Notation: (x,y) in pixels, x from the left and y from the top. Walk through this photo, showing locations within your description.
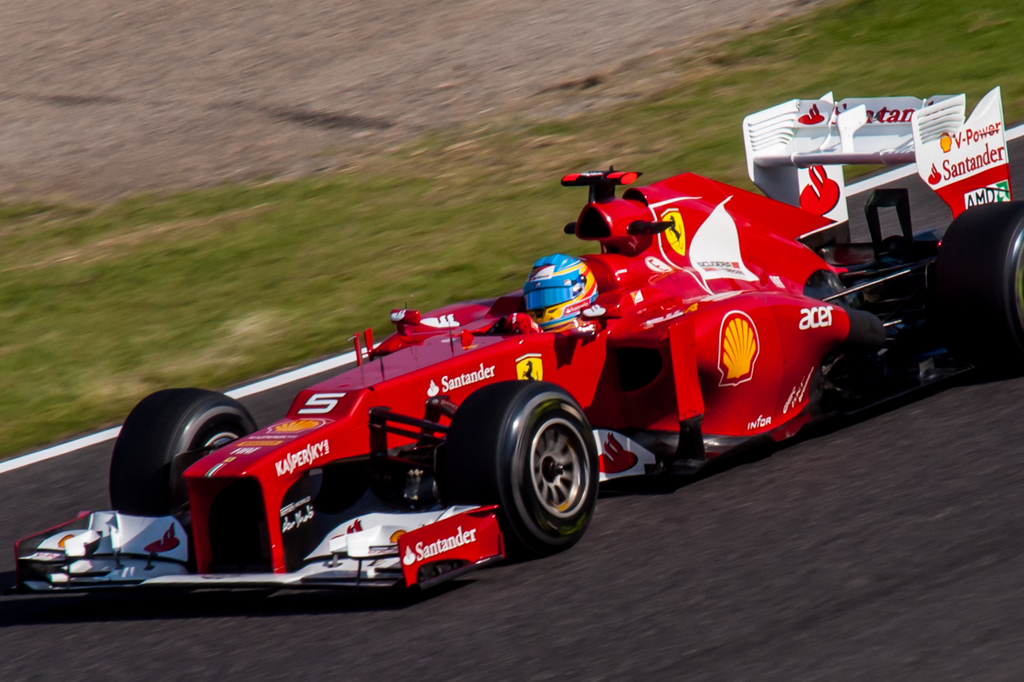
In the center of the image (554,325) we can see person (541,325) in car (553,425) on the road (681,549). In the background (573,144) there is grass (580,195).
